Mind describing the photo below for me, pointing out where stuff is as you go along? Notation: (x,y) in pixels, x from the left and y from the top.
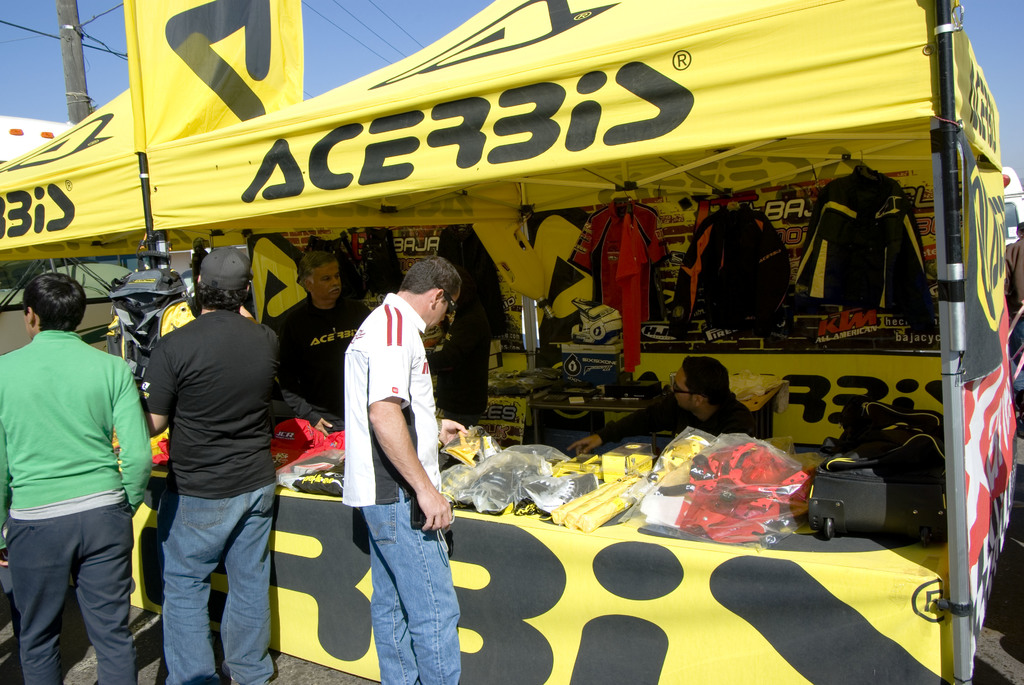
This picture is clicked outside. On the left (324,420) we can see the group of persons (304,364) wearing t-shirts (206,468) and standing on the ground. On the right (712,401) there is a person (704,415) seems to be sitting and we can see there are some items (782,509) placed on the top of the table (793,639). In the background (343,53) we can see the sky (380,21), pole (77,112), cables (323,15) and a yellow color tent (366,161) on which we can see the text (515,127) and we can see the clothes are hanging on the metal rods (709,189).
